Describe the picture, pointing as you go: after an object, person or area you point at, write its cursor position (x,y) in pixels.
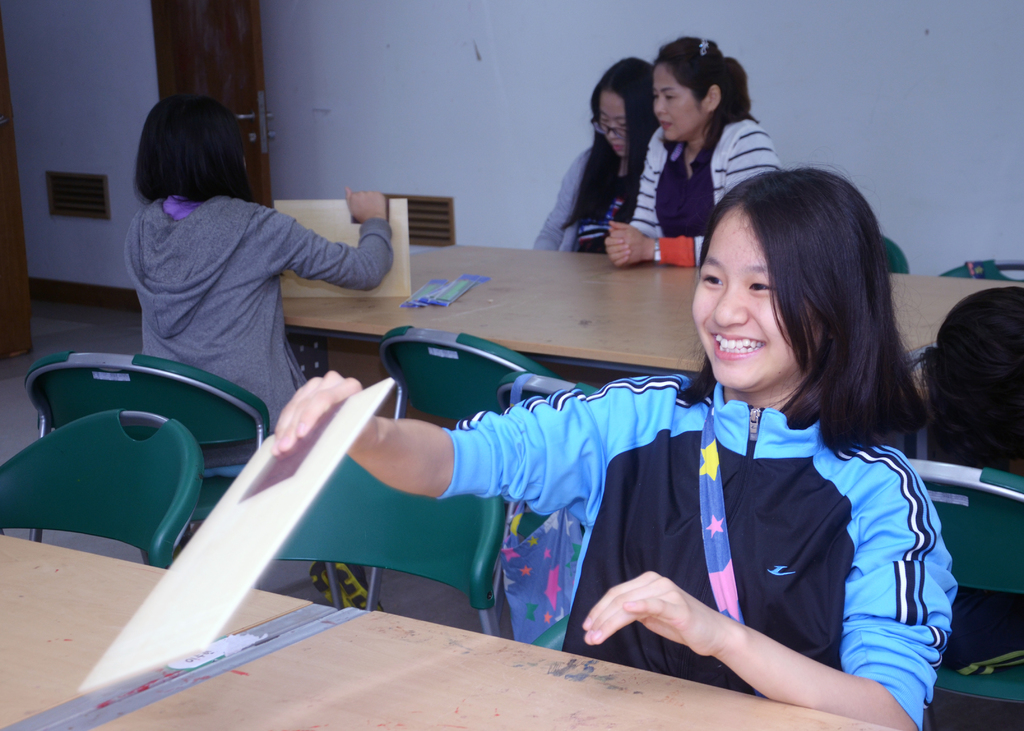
In this picture there are women (146,163), among them there are two women (355,379) holding objects (302,465) and we can see chairs (513,353) and objects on the table (533,286). In the background of the image (462,101) we can see wall (505,39) and door (174,16).
